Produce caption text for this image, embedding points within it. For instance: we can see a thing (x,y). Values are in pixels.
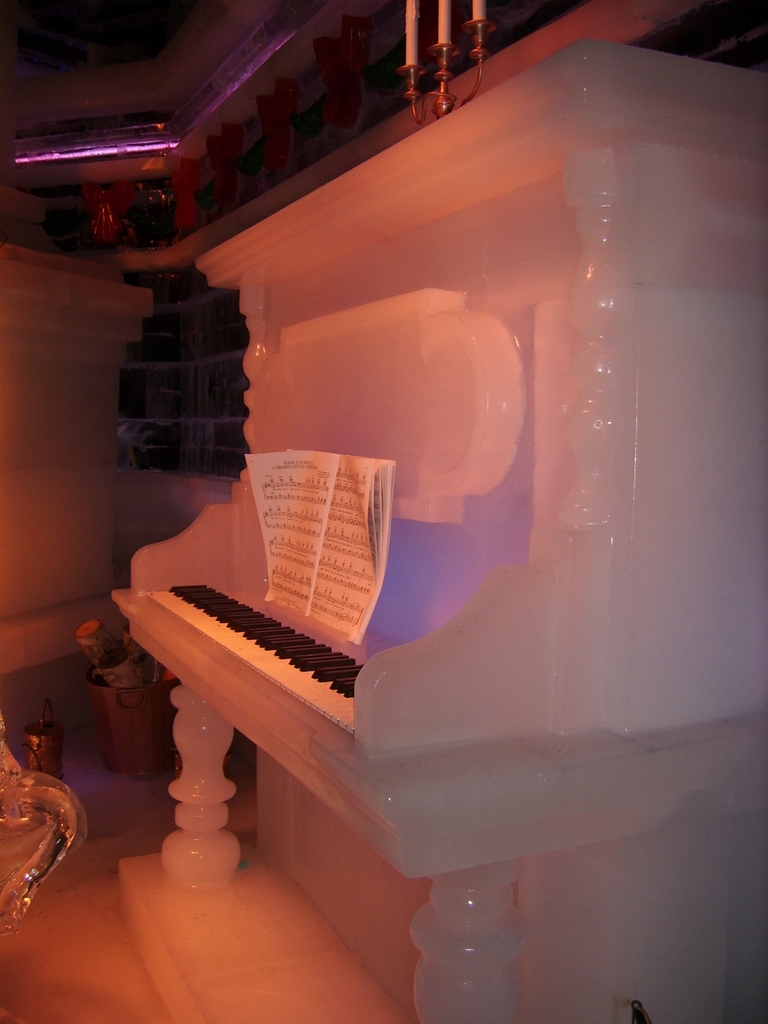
In this picture we can find a piano (686,360) and a keyboard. The piano (576,632) is white in colour with the book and music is printed on that. In background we can find somethings (130,697) on the floor (88,857).
